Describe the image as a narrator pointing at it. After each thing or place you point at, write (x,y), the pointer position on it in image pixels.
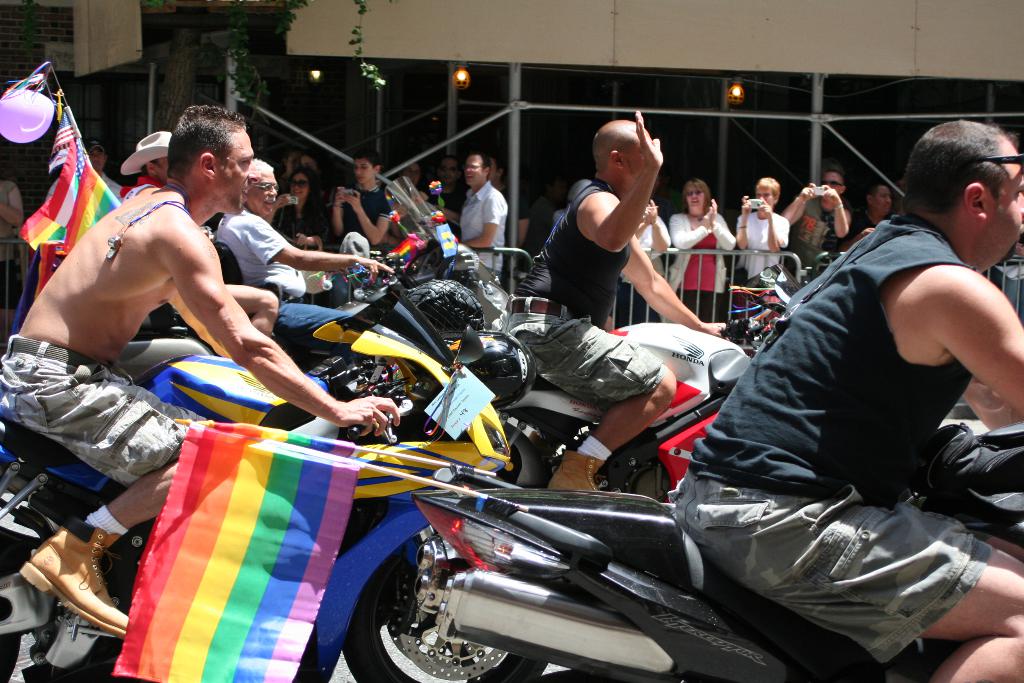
In this picture we can see a group of men (56,338) riding bikes (359,439) with flags (185,429) to it on road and beside to them we have fence (830,258) and people (831,208) standing and clapping hands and some are holding cameras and in background (248,13) we can see tree (186,38), light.
